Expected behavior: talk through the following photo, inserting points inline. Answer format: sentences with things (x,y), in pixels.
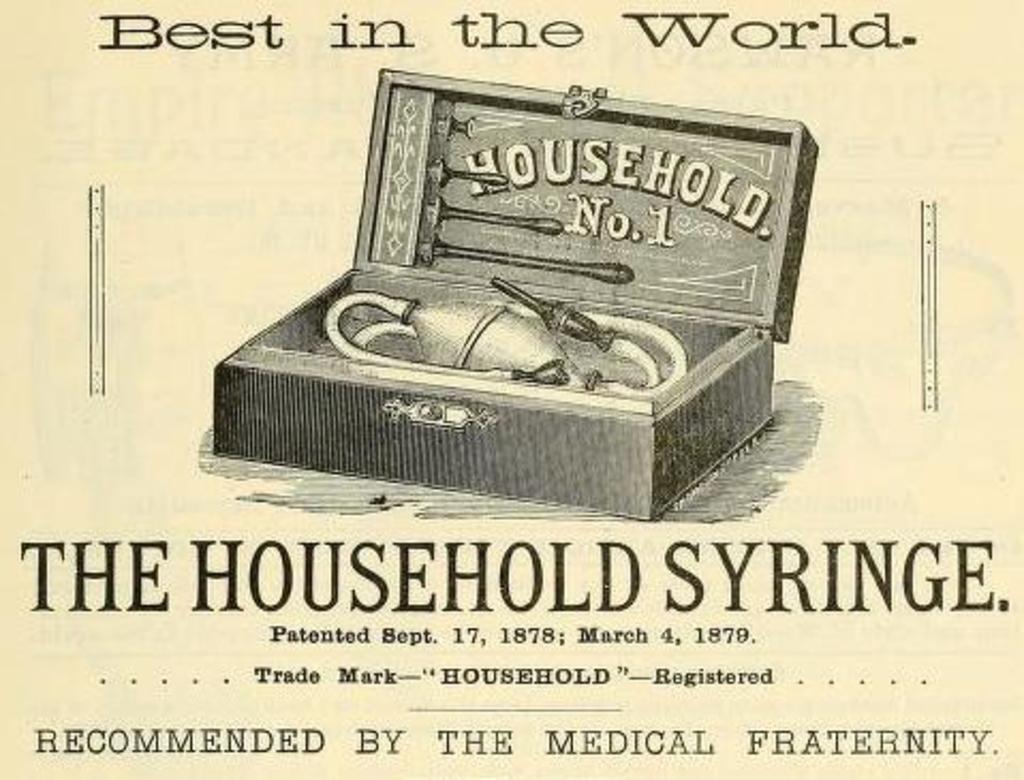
In this image there is a poster (365,391) with some text (479,545) and picture (362,493) of an object (632,117).
